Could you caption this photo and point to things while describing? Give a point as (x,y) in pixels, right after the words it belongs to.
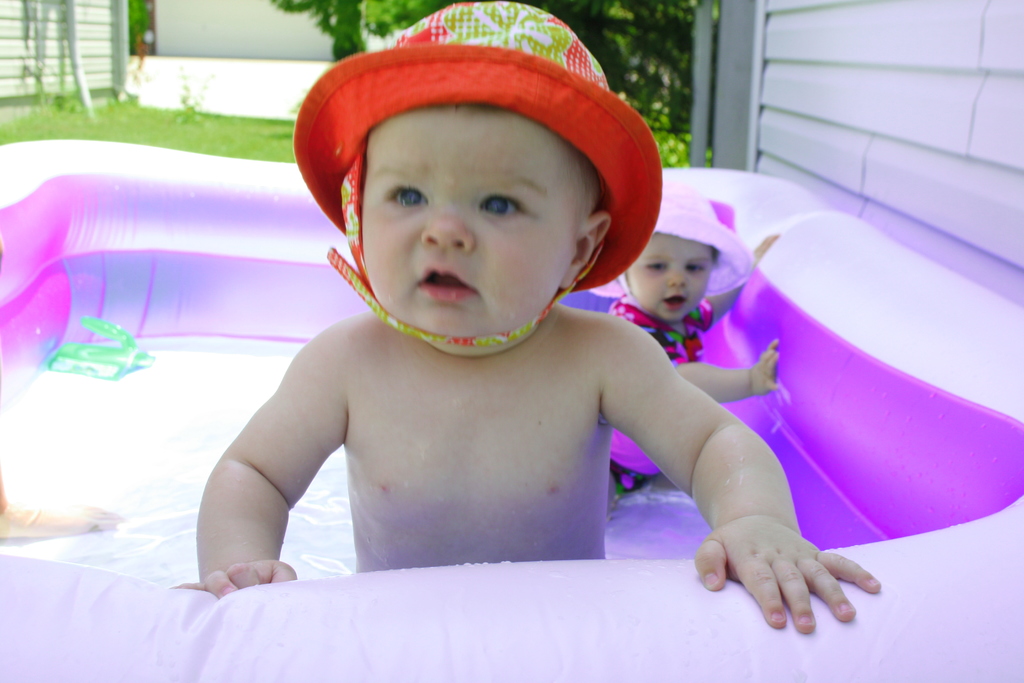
In the image we can see an inflatable pool (993,629). In the pool (207,675) few kids (463,195) are standing. Behind them there is grass (27,120) and trees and wall (879,124).
